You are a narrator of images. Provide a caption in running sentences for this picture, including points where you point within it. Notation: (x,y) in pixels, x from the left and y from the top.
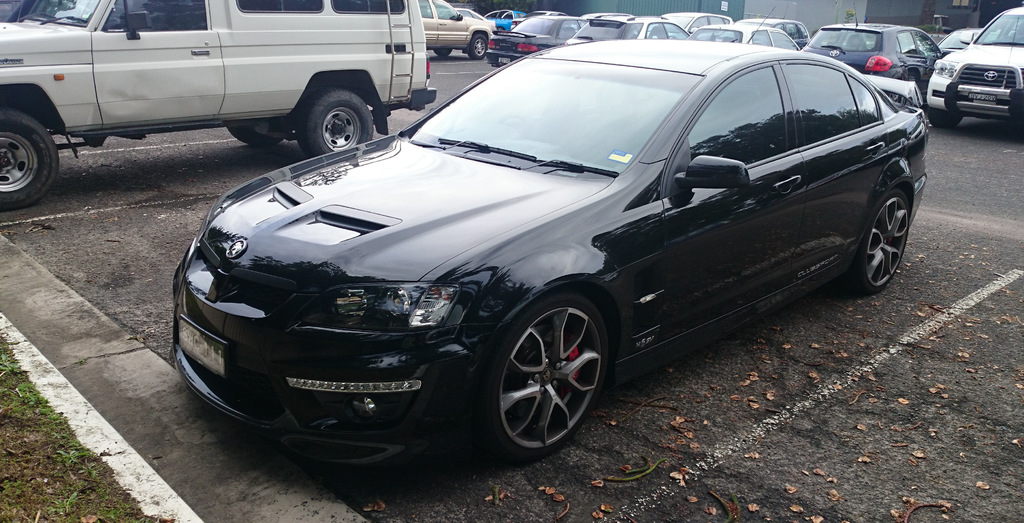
In the image we can see there are many vehicles (752,64) parked. This is a road (983,175) and white lines (995,281) on the road (965,289), and this is a grass (33,448). These are the headlights (370,298) and number plate (205,338) of the vehicle (195,350).
